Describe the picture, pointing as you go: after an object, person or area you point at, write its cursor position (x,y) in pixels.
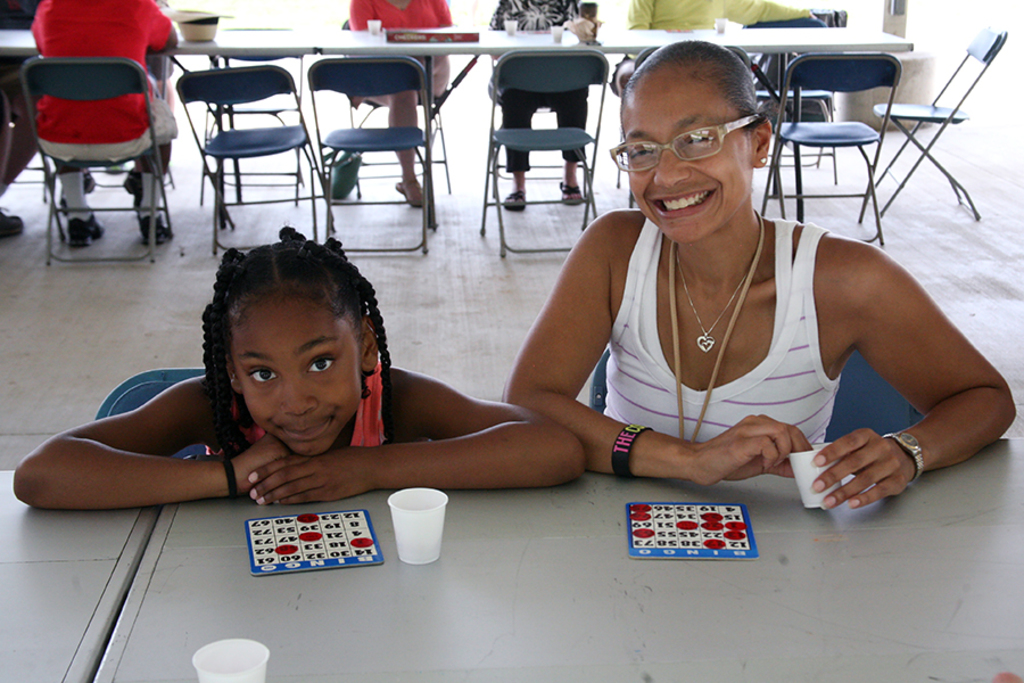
In the image we can see there are people (672,410) who are sitting on chair (895,393) and on table (670,487) there are card (319,552) and glasses (412,530).
